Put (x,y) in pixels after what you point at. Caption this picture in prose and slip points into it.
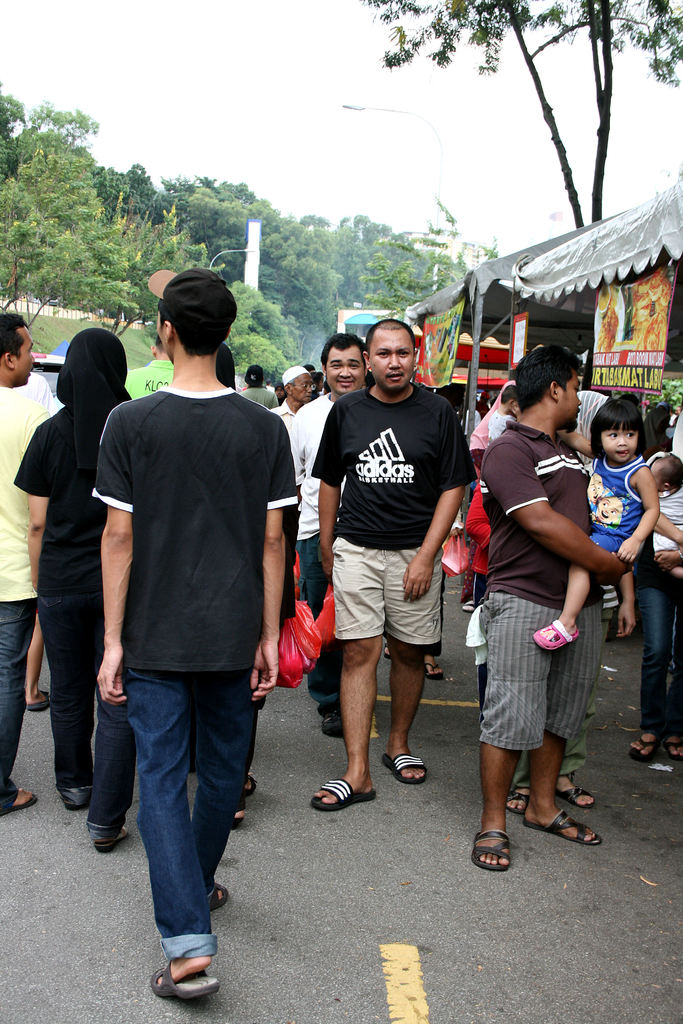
This picture is clicked outside. In the foreground (271,652) we can see the group of persons (379,574) and we can see the tents (595,254) and the text (644,357) and some pictures (622,325) on the banners (459,318). In the background (264,232) we can see the sky (254,163), trees (244,255), green grass (35,323) and many other objects (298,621).
